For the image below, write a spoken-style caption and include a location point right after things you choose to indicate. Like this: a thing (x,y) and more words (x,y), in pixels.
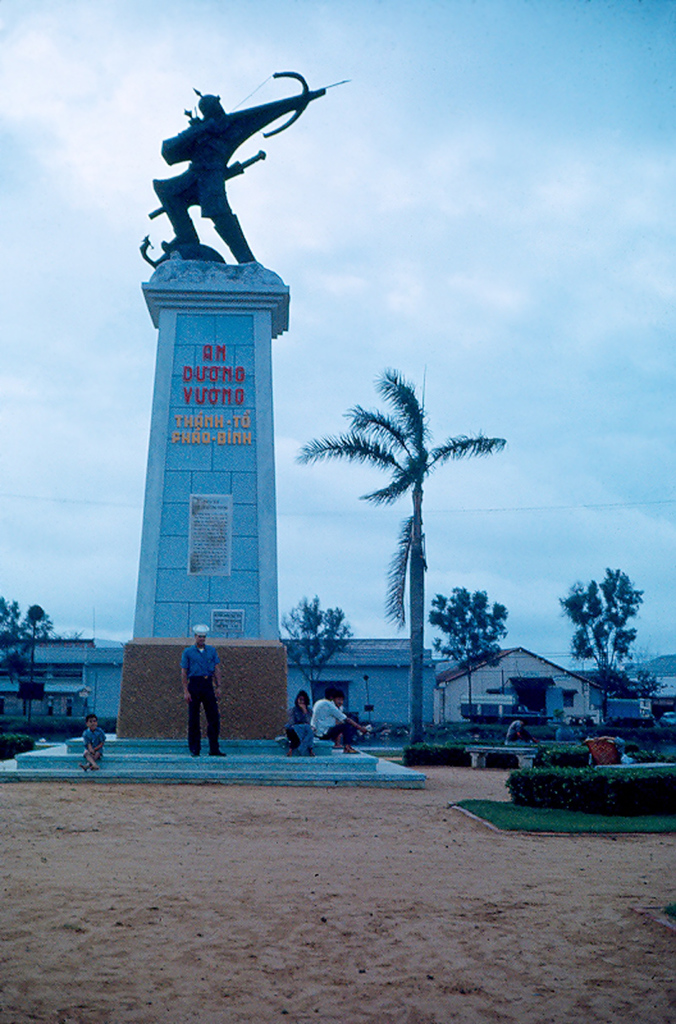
On the left side of this image (198,152) there is a statue (211,146) of a person (200,142) on a pillar (207,429). On the pillar (209,387) there is some text (211,373). Beside the pillar (228,737) few people (300,718) are sitting on the stairs (308,771) and one person (194,707) is standing. At the bottom (281,923), I can see the ground (224,925). On the right side (590,804) there are few plants (576,788) and grass (567,819). In the background (454,692) there are many trees (458,648) and buildings (376,681). At the top of the image (542,116) I can see the sky (461,71) and clouds (403,171).
